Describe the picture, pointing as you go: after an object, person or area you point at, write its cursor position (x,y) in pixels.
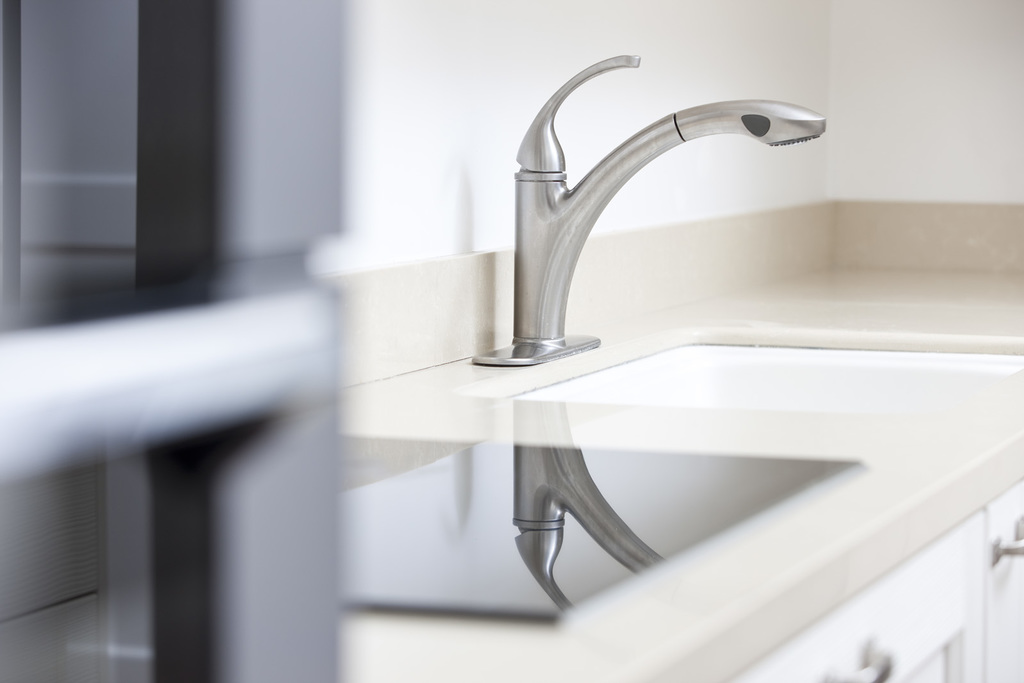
In this image we can see sink (811,358), tap (525,234), cupboard (901,625), countertop (795,320) and white color wall (474,105).
